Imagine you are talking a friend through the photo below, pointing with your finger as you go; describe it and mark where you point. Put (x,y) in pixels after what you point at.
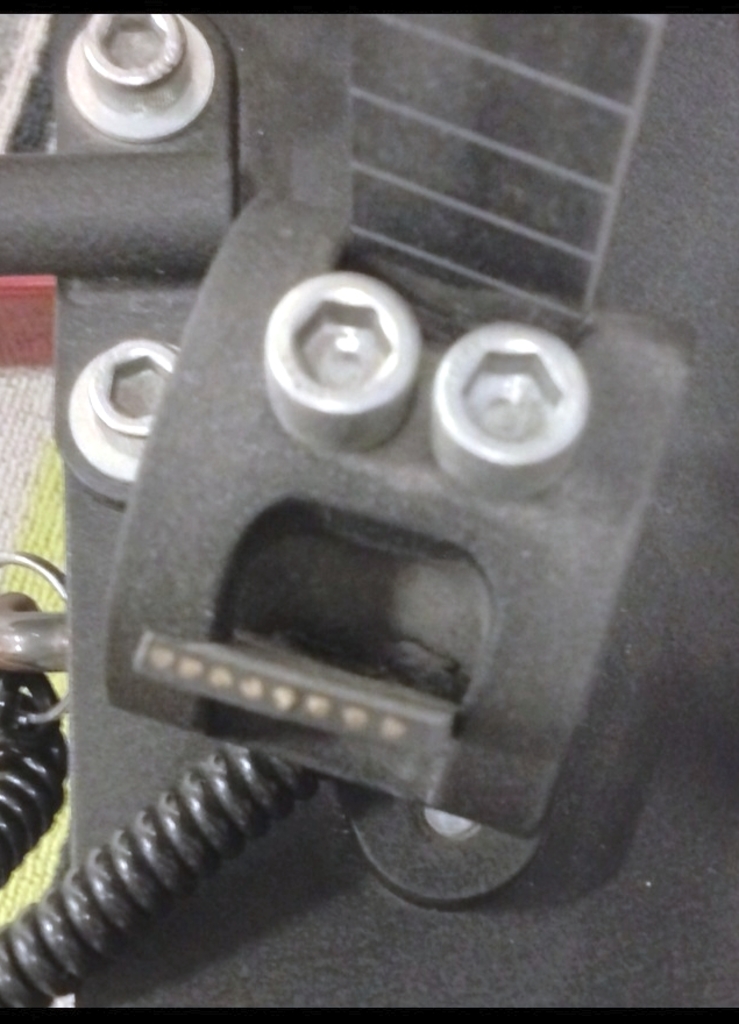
In this image I see black color thing (518,553) over here on which there are bolts (392,385) and I see the black wire (35,684) over here and I see that the bolts (307,351) are of silver in color.
